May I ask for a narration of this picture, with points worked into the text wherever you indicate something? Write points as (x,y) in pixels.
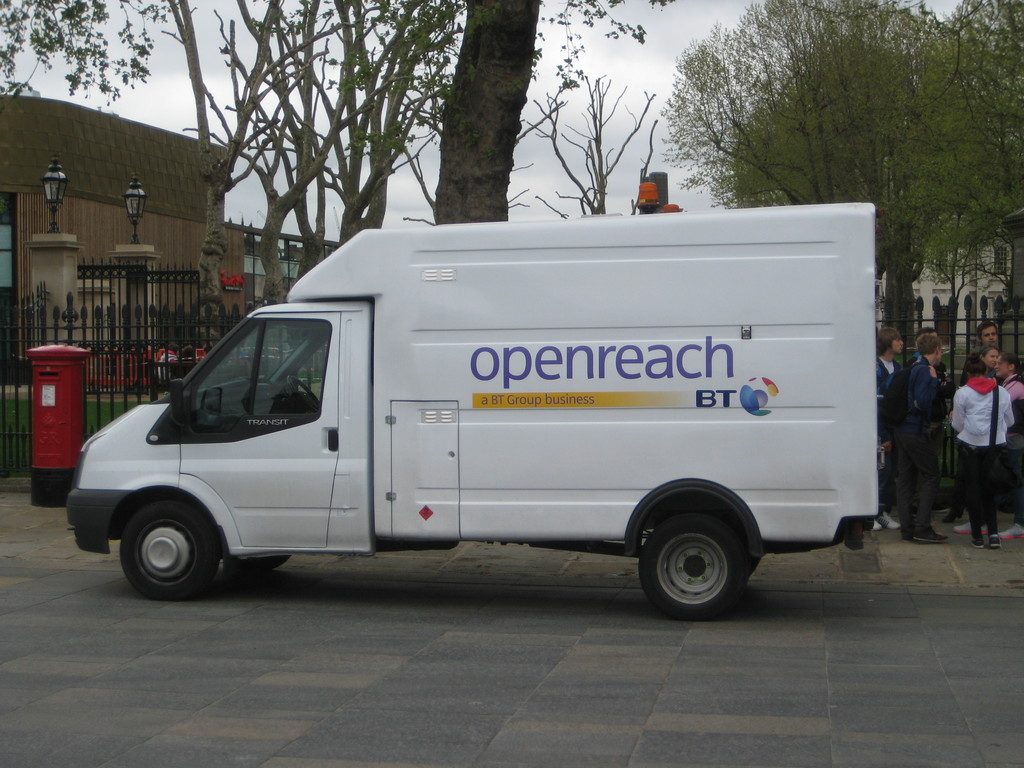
This is an outside view. Here I can see a vehicle (507,483) on the road (240,722). On the left side (52,405) there is a post box (56,460). On the right side (919,418) few people (966,396) are standing on the footpath (972,549). Behind these people (929,360) there is a railing (144,316). In the background (364,202) there are many trees (798,154) and also I can see few buildings (936,285). At the top of the image (623,54) I can see the sky (632,51).
